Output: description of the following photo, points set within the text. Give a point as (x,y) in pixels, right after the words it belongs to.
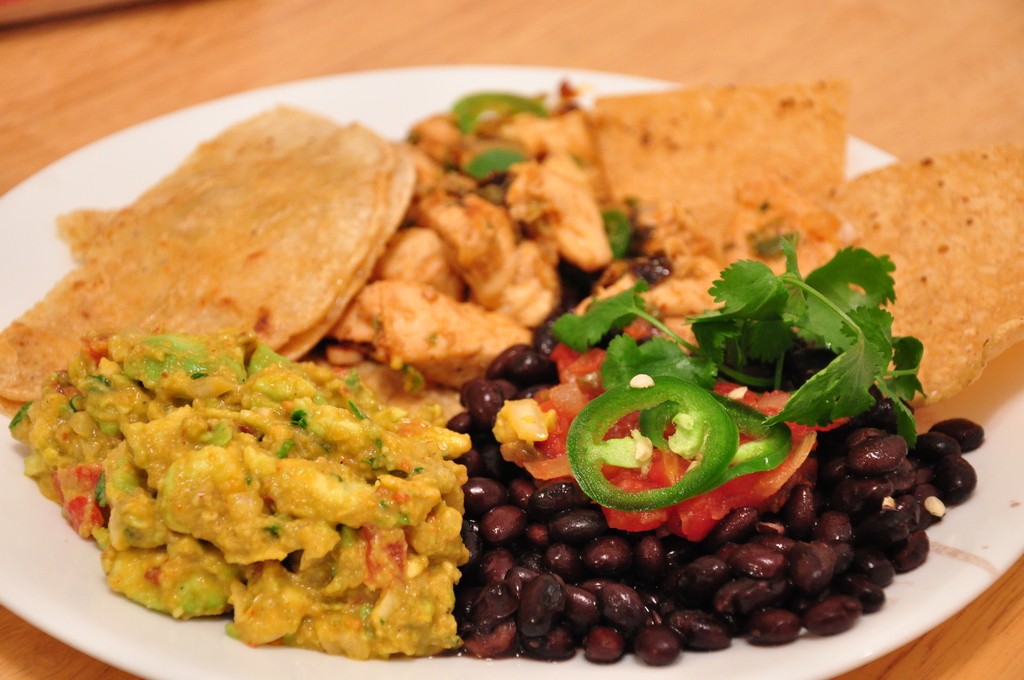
In this image there are some food items (141,446) in a plate (937,563) and it is placed on a wooden surface (67,644).
